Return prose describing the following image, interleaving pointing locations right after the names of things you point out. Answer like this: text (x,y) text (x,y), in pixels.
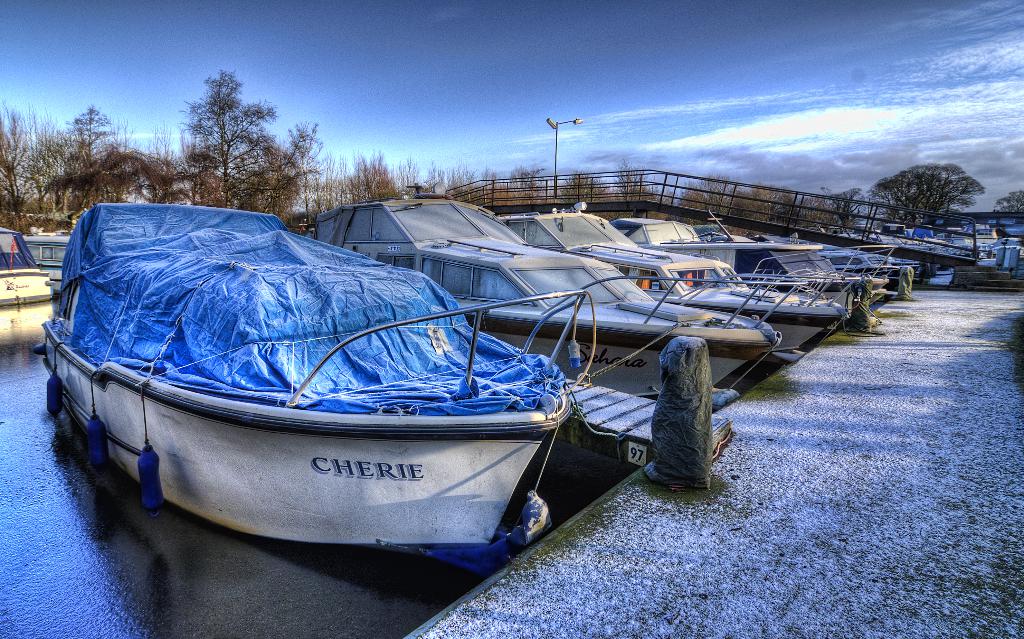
In this image I can see many boats (224,437) in water (360,617), they are in white and gray color. I can also see a blue color cover (176,314) in the boat (376,497), at back (226,158) there are trees (220,171), light pole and sky (536,42) is in white and blue color.
